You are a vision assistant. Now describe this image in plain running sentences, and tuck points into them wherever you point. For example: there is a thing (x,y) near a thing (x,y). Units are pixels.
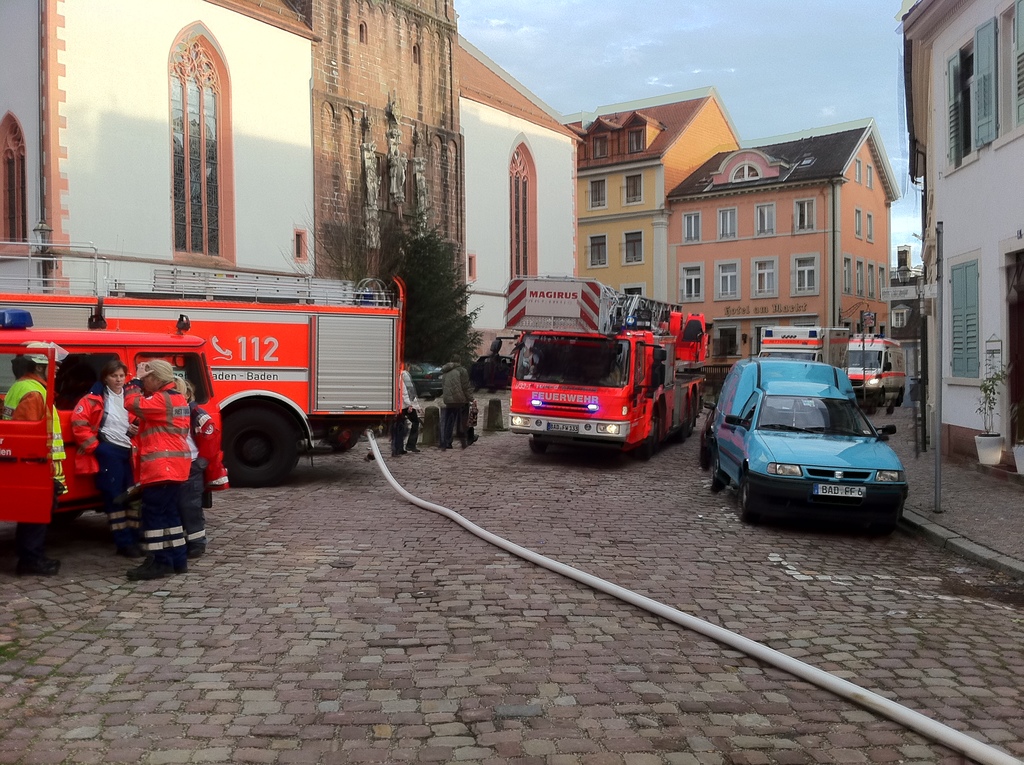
In this image I can see a building (803,260), in front of building (968,289) I can see vehicles (383,285) and persons (59,346) and a pipe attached to the vehicle (575,435) in the middle (395,398), on the right side (921,296) I can see flower pots (981,443) and poles (922,395) visible in front of building (958,79), at the top I can see the sky (791,34).
